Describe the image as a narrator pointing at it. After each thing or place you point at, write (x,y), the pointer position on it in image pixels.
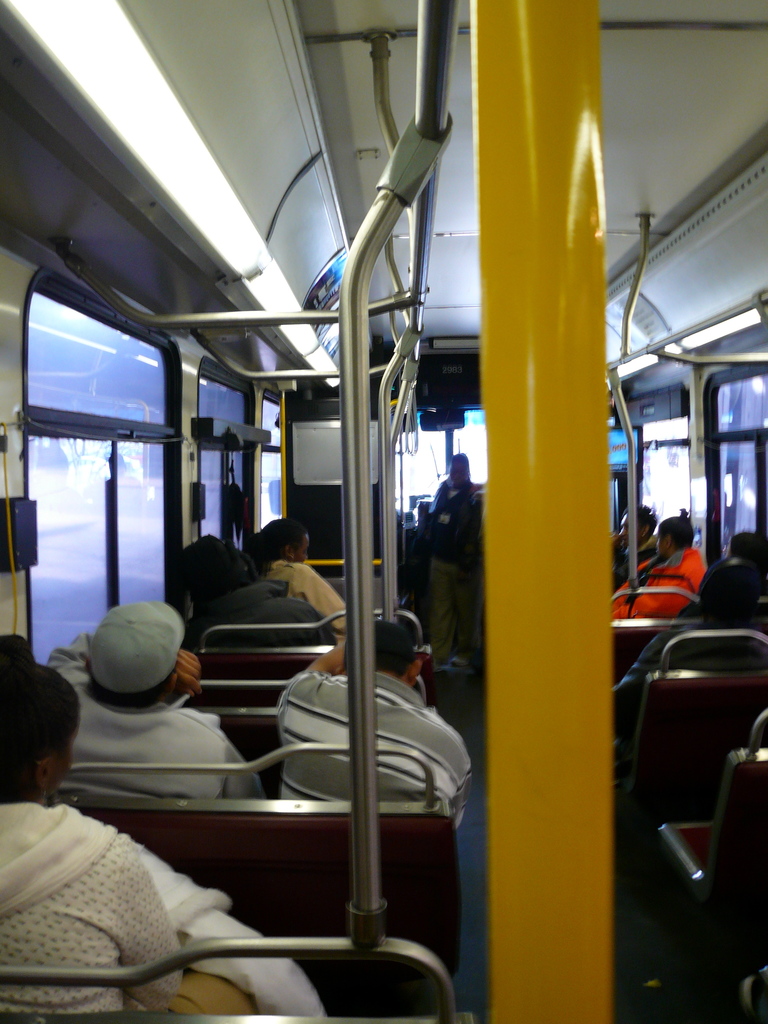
The image is taken inside a bus (78,72), the passengers (228,560) were sitting on the seats (617,635) and there are some rods (352,570) attached beside few seats (155,809).
